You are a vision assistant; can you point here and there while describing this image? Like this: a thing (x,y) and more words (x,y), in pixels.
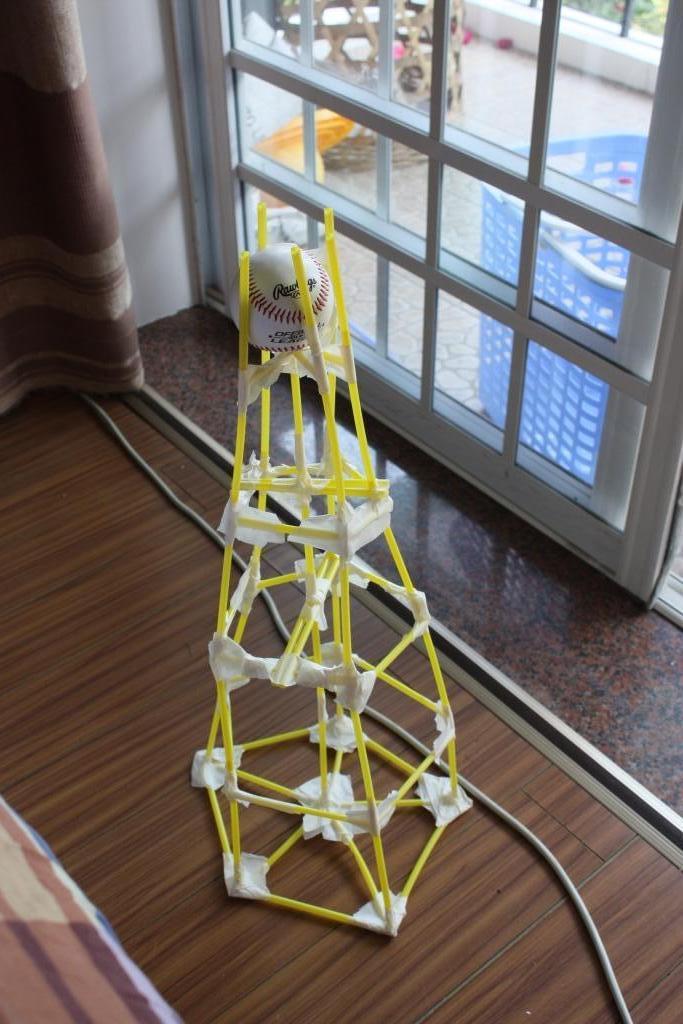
In this image we can see one curtain (81,302) near the wall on the top left side of the image (70,323), one object (66,878) on the floor (164,907) on the bottom left side (59,959) corner of the image, one object (333,451) with the ball (281,348) on the floor (618,913), one wire (599,950) on the floor (166,917), one basket (575,416) near the white object (582,365) which looks like a door (614,347), some objects (406,55) on the floor (492,114) in the balcony (499,98), it looks like a plant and grass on the ground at the top right side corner of the image.
